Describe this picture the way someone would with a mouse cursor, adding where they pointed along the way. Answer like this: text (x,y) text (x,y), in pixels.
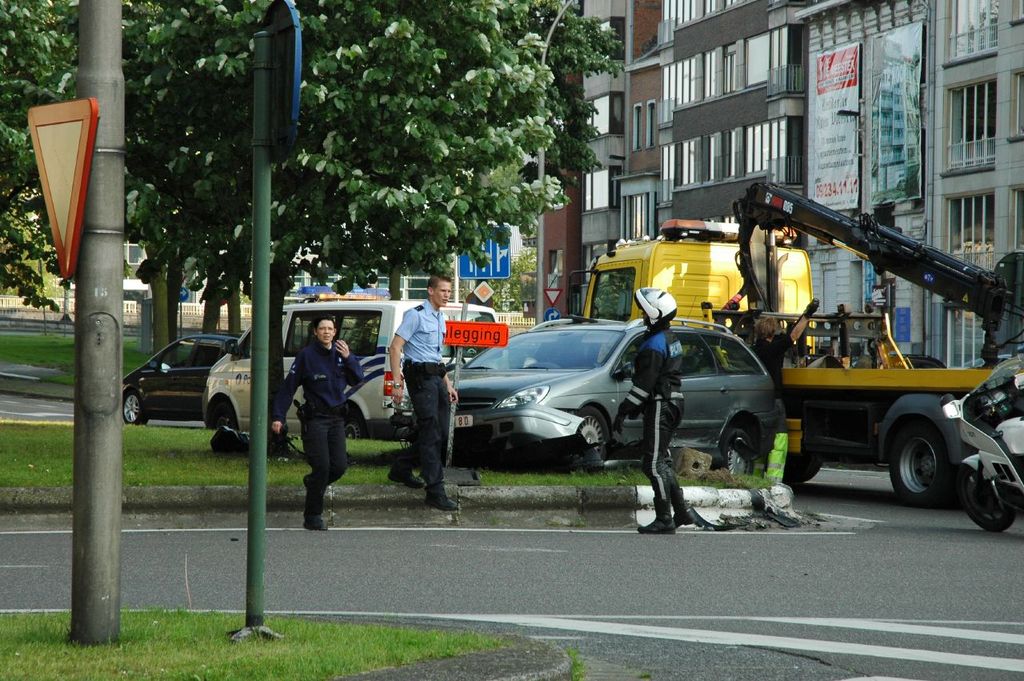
In this image, we can see few people (629,402). Few are walking. Here we can see few vehicles (758,383), poles (248,530), sign boards (459,266), trees (368,256), buildings (419,279), banners (841,73), glass (756,148), walls (574,222), roads (846,662) and grass (234,653).
